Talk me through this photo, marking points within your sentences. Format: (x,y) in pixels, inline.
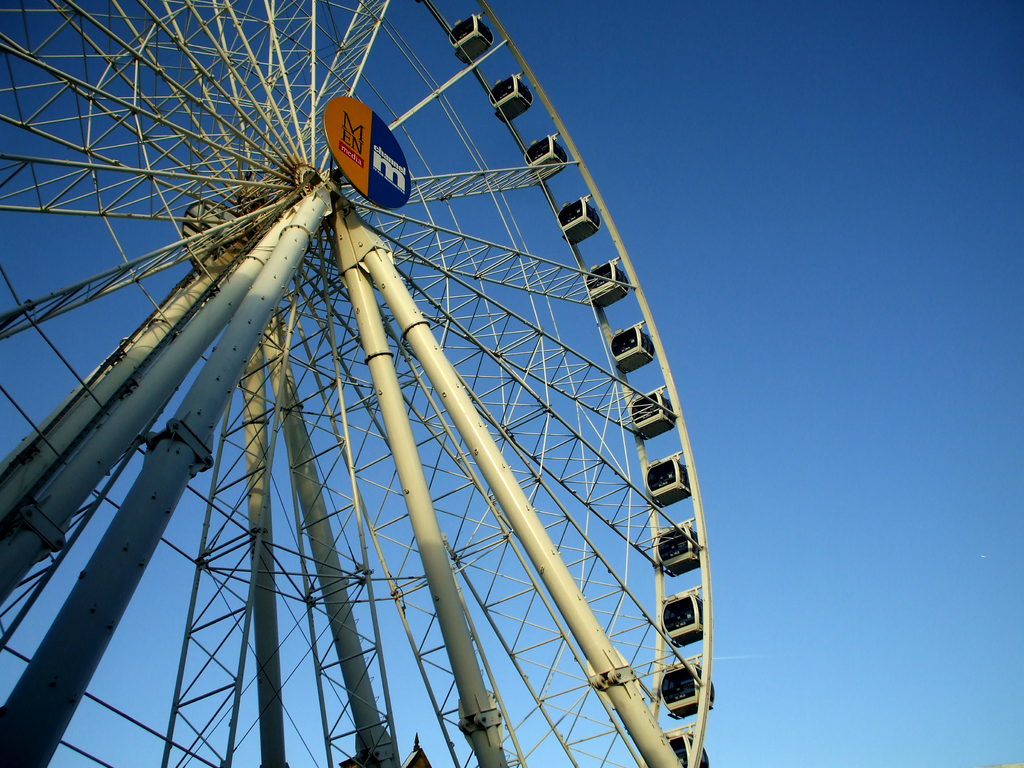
Here in this picture we can see a Ferris wheel (174,255) present over there.
